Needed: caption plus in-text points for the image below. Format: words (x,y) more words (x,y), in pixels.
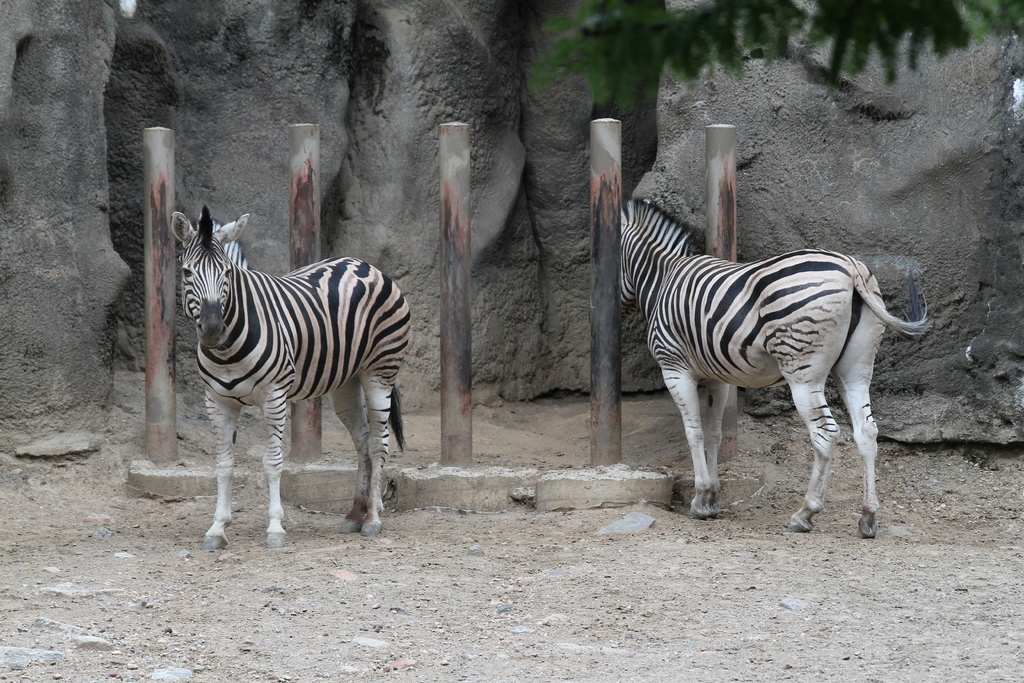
In this image we can see two zebras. There are rods (464,439). In the background of the image (174,35) there is a stone surface (197,157). At the bottom of the image (364,599) there is ground (256,606).
